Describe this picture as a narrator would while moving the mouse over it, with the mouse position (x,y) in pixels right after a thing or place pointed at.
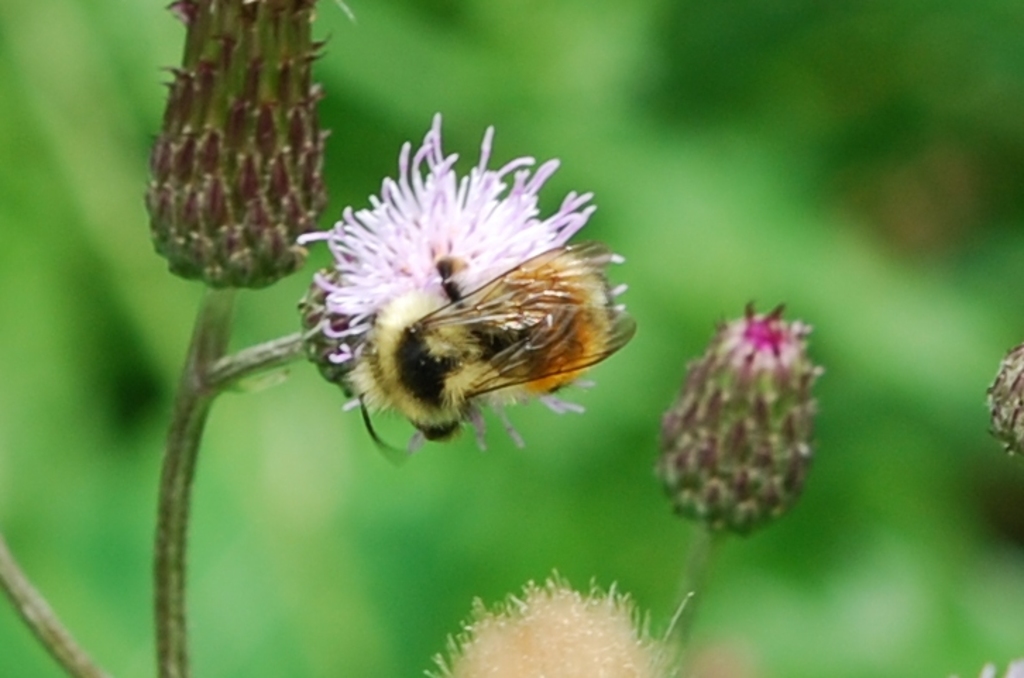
In this image, we can see a bumble bee (512,342) on the flower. Here we can see few flowers (1010,427) with stem (170,501). Background (798,249) we can see a blur view.
